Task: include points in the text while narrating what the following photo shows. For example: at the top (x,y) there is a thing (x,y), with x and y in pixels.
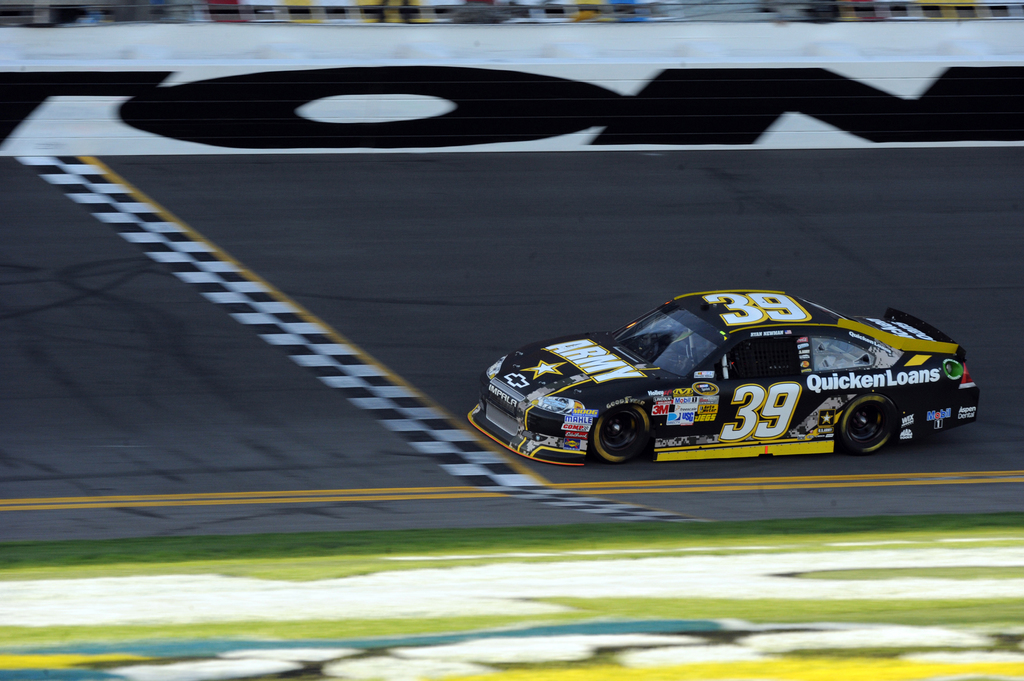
In this image I can see a racing car (622,361) on the road (302,309). At the bottom (380,623) there is grass (695,604) on the ground (827,593). On this car (705,373) there is some text (594,414).
